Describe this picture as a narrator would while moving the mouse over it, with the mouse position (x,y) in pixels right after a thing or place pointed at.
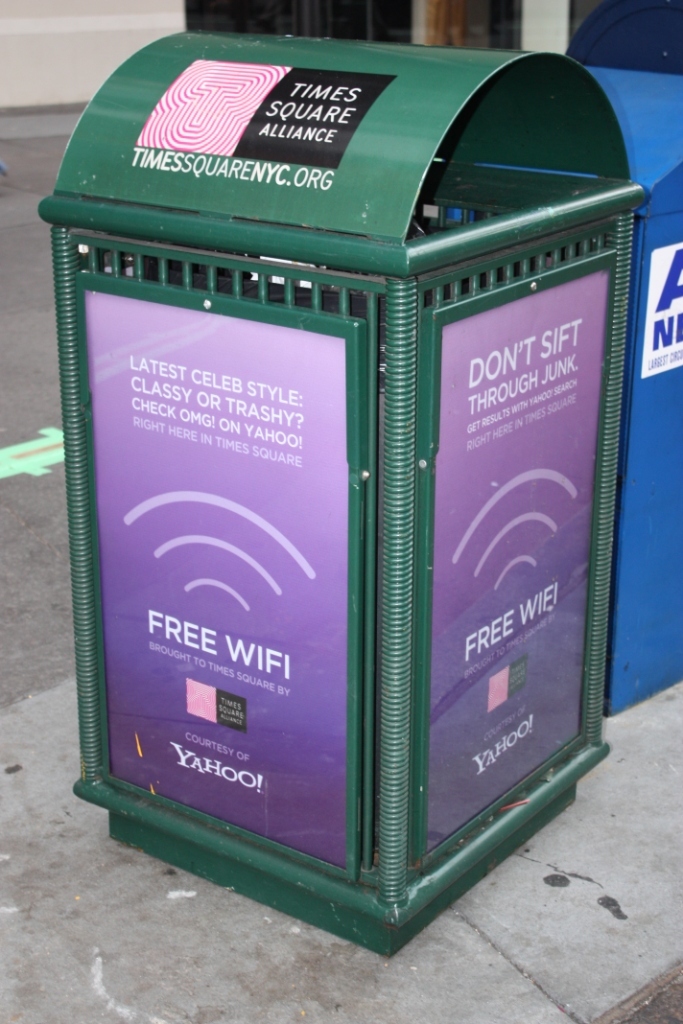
In this image I can see hoardings (306,788) and boxes (659,515) on the road (500,880). This image is taken during a day on the road (87,857).
